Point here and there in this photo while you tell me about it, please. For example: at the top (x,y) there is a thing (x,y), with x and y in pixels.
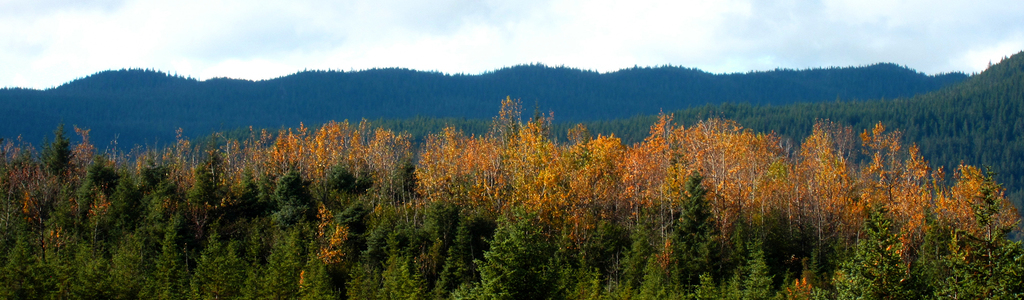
In the picture we can see, full of plants (304,273), trees (907,218) which are yellow in color and behind it also we can see full of trees (208,100), hills (515,90) and sky (434,42) with clouds (496,43).
